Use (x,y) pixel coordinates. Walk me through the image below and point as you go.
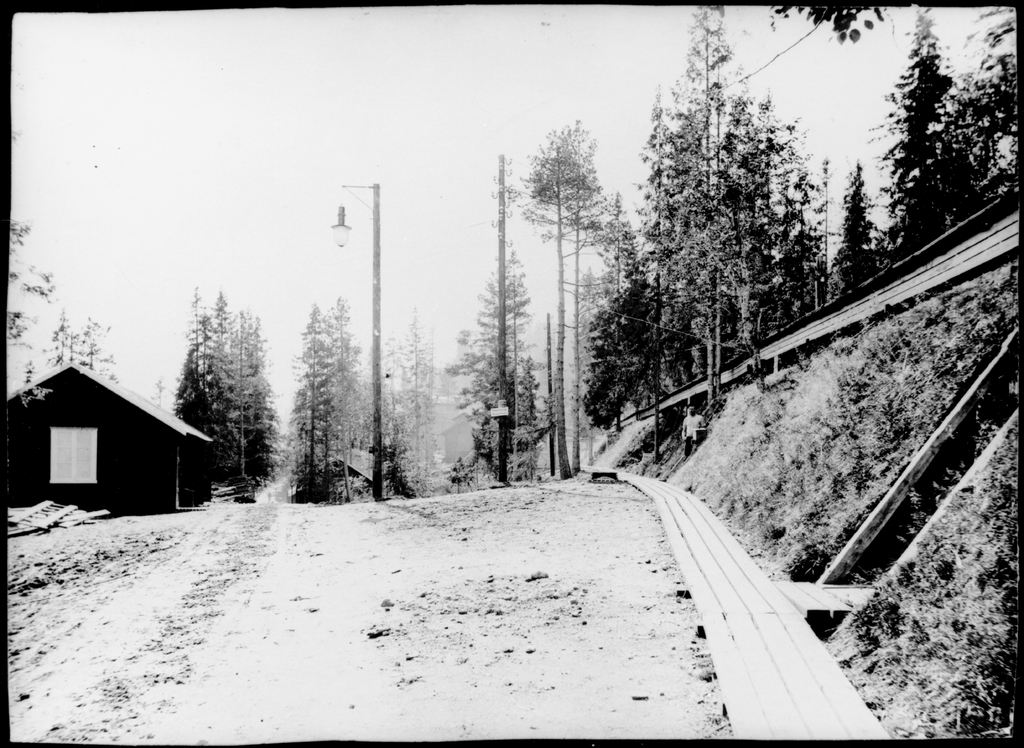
In this image in the middle (376,300) there are trees (632,326), house (43,413), man (696,424), grassland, streetlight (376,367), poles (376,367), sky (367,328).
